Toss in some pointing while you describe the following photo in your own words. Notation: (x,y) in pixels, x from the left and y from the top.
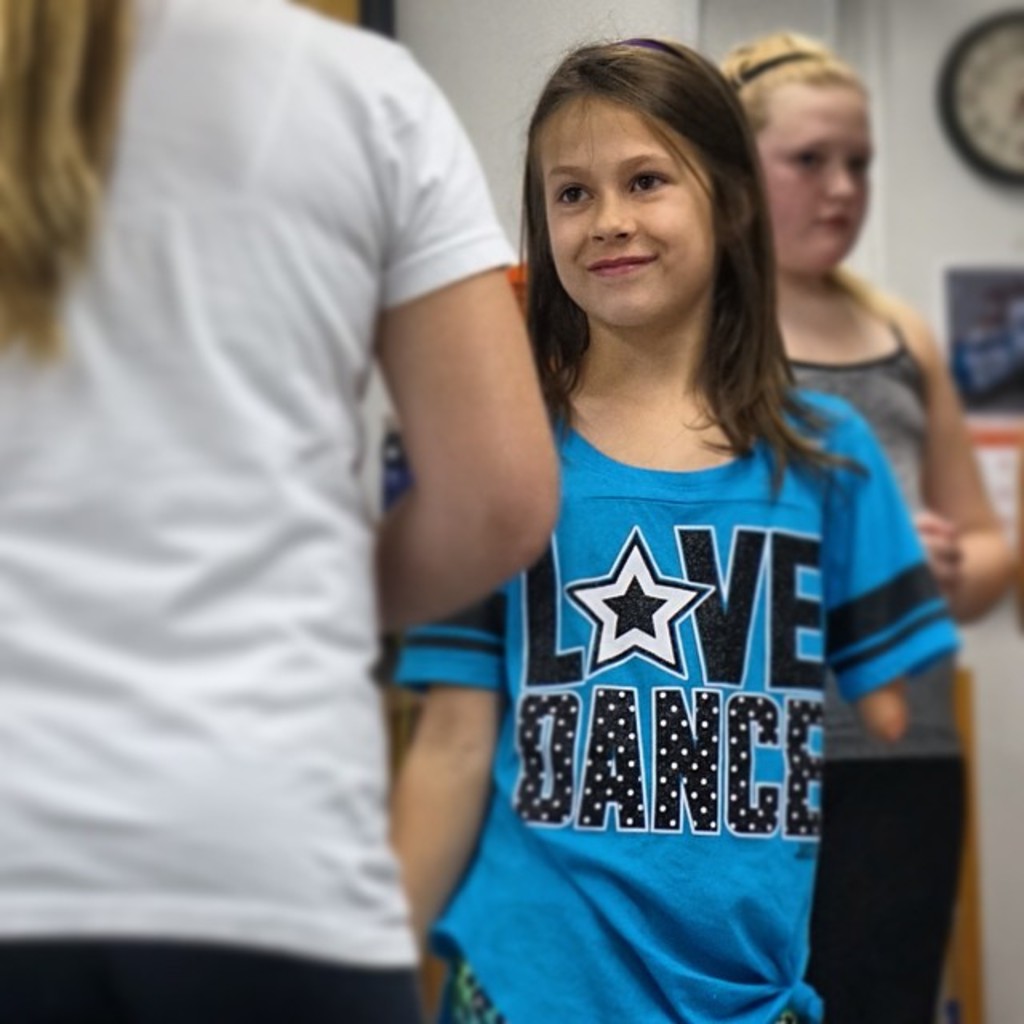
In this picture we can see some people (327,885) and a girl (598,580) smiling and at the back of her we can see the wall (536,69) and some objects (985,115).
